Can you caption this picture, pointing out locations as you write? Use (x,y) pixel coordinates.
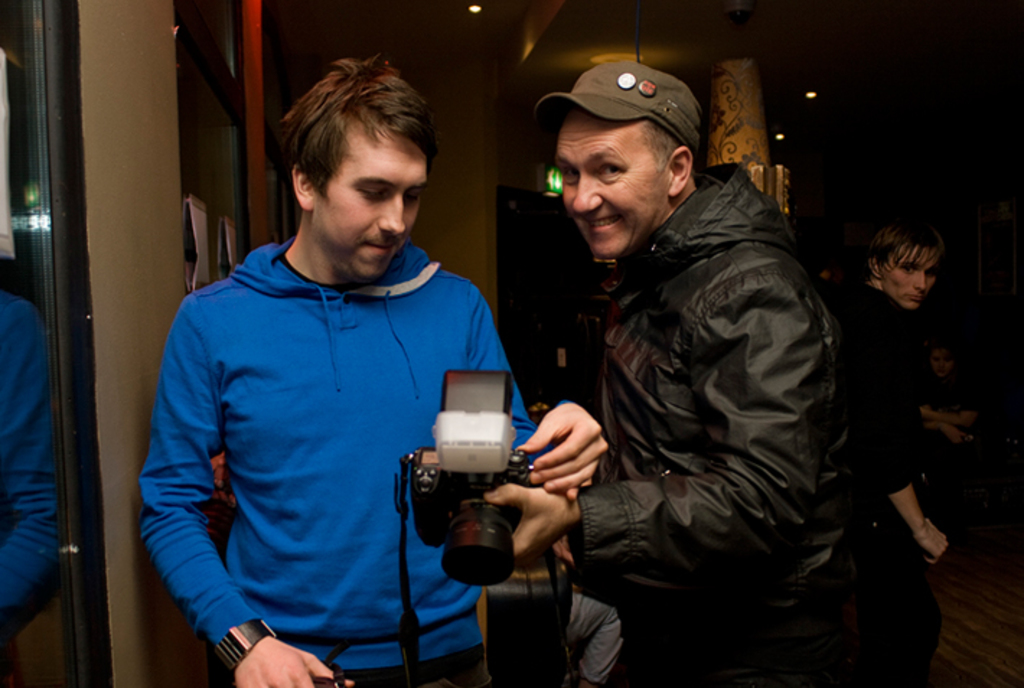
In this image we can see two people (419,299) standing and holding cameras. And we can see one person (616,177) wearing a cap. And we can see the mirror (51,665). And we can see the lights (810,95), and we can see some other people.
